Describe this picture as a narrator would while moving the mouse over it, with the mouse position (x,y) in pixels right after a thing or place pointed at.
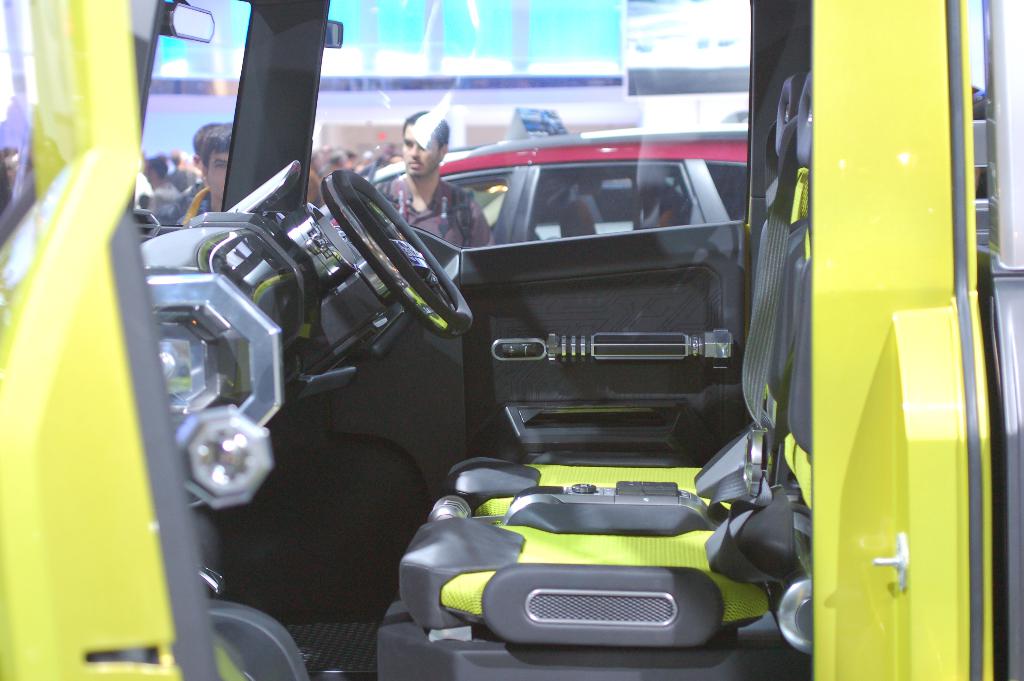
In the picture we can see inside the truck (867,101) with steering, gear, seats (483,569), seat belt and a window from it we can see some people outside are standing and we can see a car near the building (160,66).
